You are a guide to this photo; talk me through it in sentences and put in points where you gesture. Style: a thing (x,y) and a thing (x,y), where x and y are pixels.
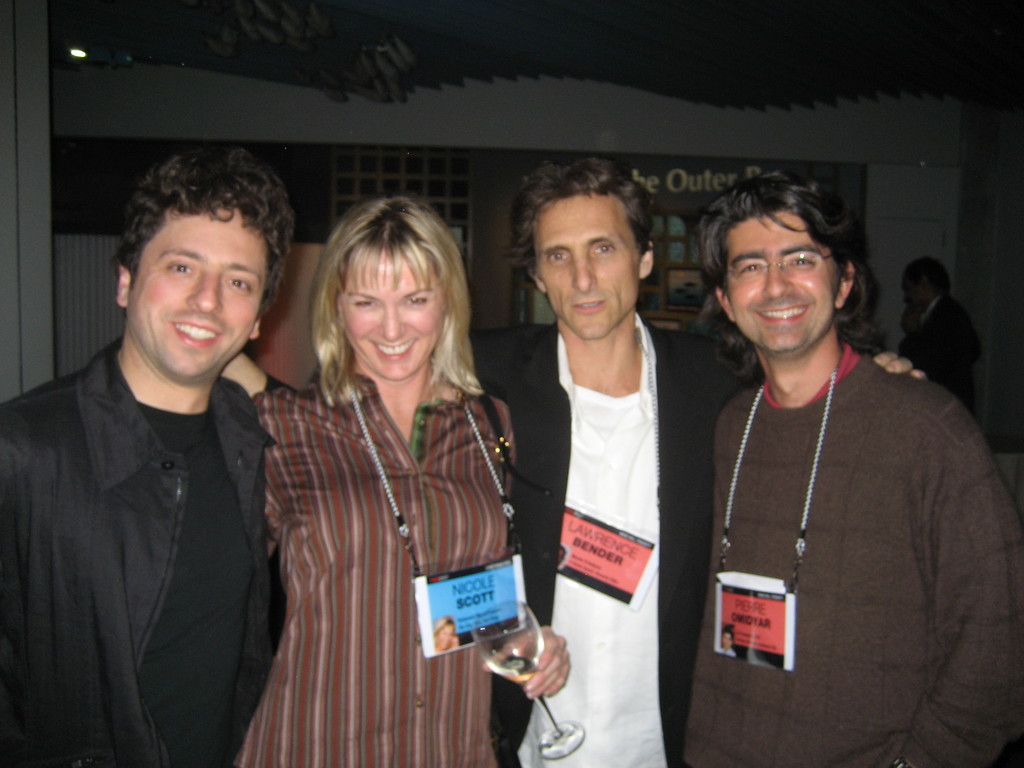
In this picture I can see four persons (424,331) standing and smiling, there is a woman (452,453) holding a wine glass (537,631), and in the background (935,270) there is a person (957,302) standing and there are some objects (708,180).
